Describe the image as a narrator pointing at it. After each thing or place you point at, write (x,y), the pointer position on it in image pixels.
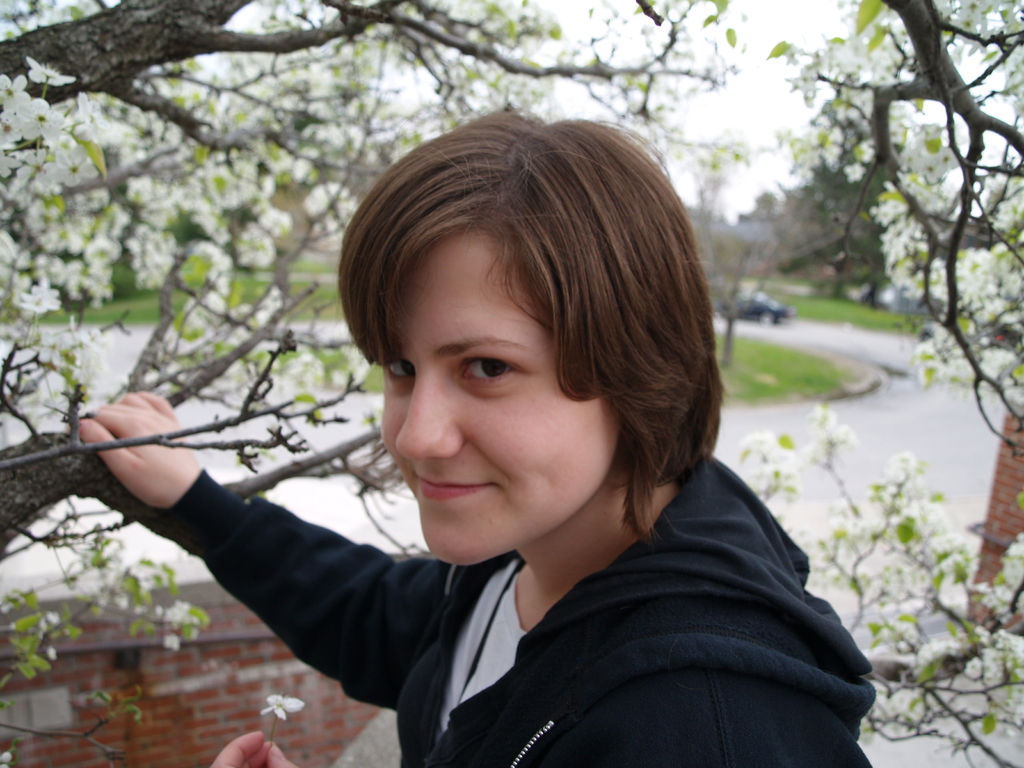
In this image I can see a woman (493,497) is holding a tree (955,561) in hand (170,492) and a wall fence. In the background (742,369) I can see a vehicle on the road (794,419), grass (742,383), trees (365,166) and the sky (521,51). This image is taken may be on the road (846,489).
